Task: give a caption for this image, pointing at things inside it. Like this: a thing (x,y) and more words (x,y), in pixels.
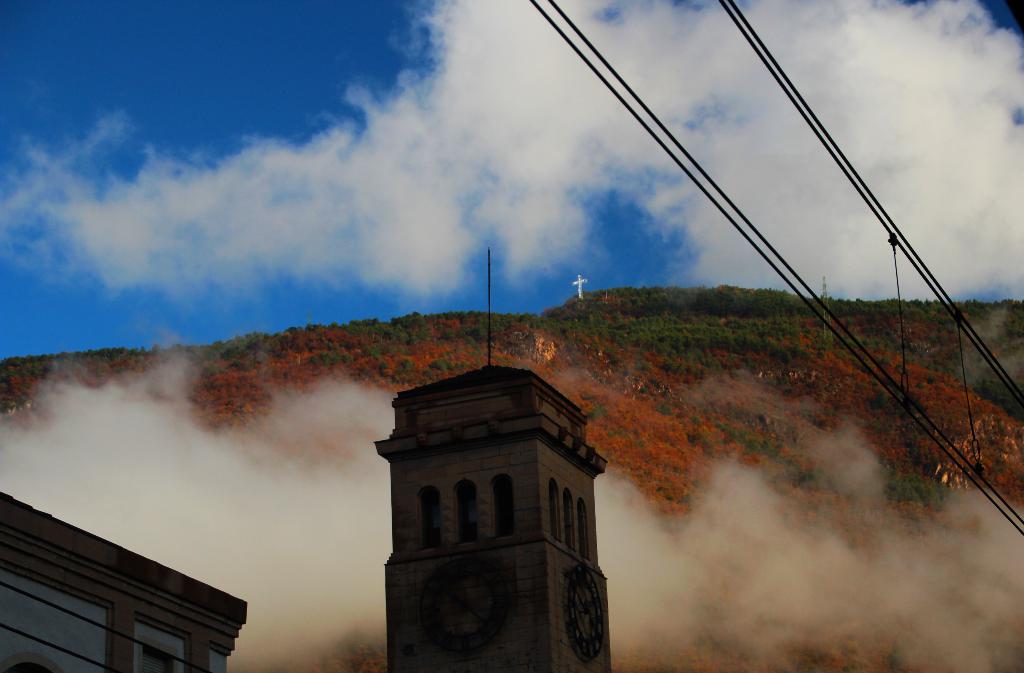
In this picture there is a building (237,637) and there is a clock (602,636) on the tower (474,534). At the back (599,357) there is a mountain (858,385) and there is a tower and there is a cross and there are trees (342,373) on the mountain (301,374). At the top (155,36) there is sky (231,28) and there are clouds (590,139) and wires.
